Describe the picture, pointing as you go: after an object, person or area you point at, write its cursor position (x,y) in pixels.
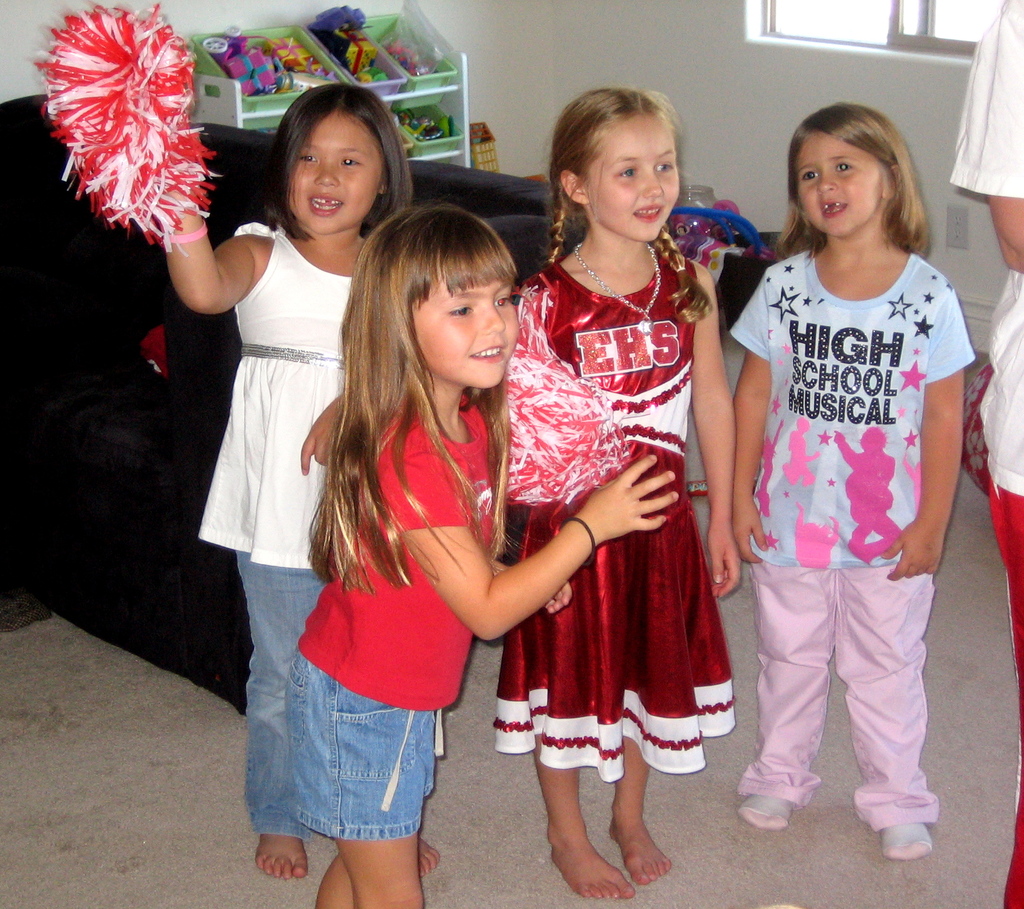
In this image we can see kids (707,441) and a person (1017,343) standing on the floor (716,812), kids (557,549) are holding few objects (523,385) and in the background (151,469) there is a couch (37,164), a stand (218,82) with boxes (306,45) and few objects (253,78) in the box (386,83) and there are few objects (737,293) on the floor (727,365) and a window (877,15) to the wall (754,100).
